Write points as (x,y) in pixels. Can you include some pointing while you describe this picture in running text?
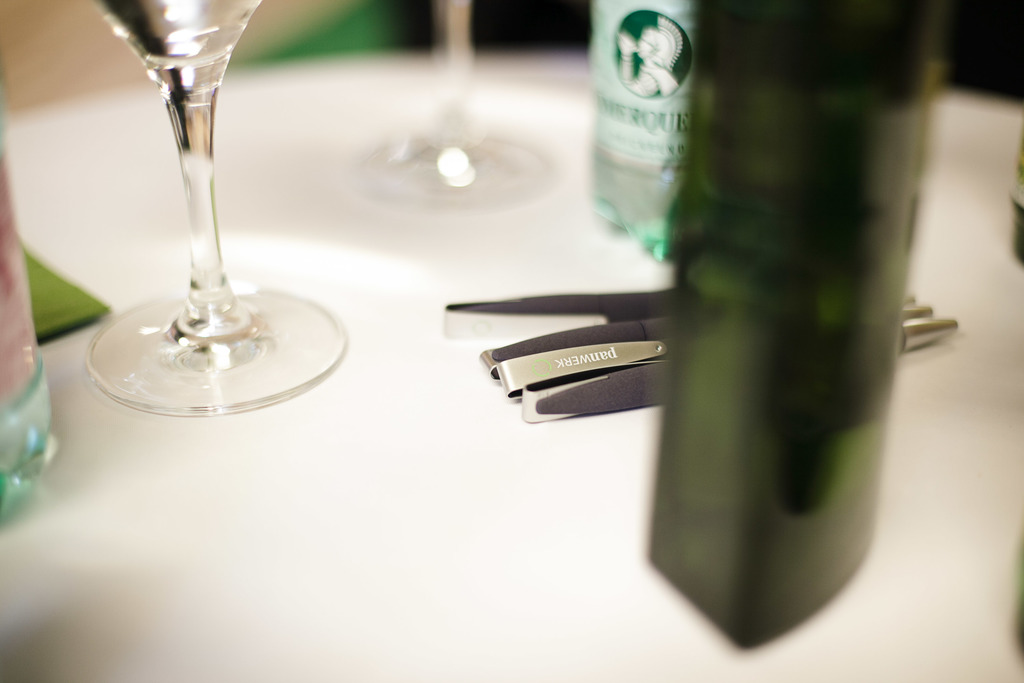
In this image we can see a glass (159,62), bottles (823,203) and few pens (572,349) placed on the top of the table (421,405).
